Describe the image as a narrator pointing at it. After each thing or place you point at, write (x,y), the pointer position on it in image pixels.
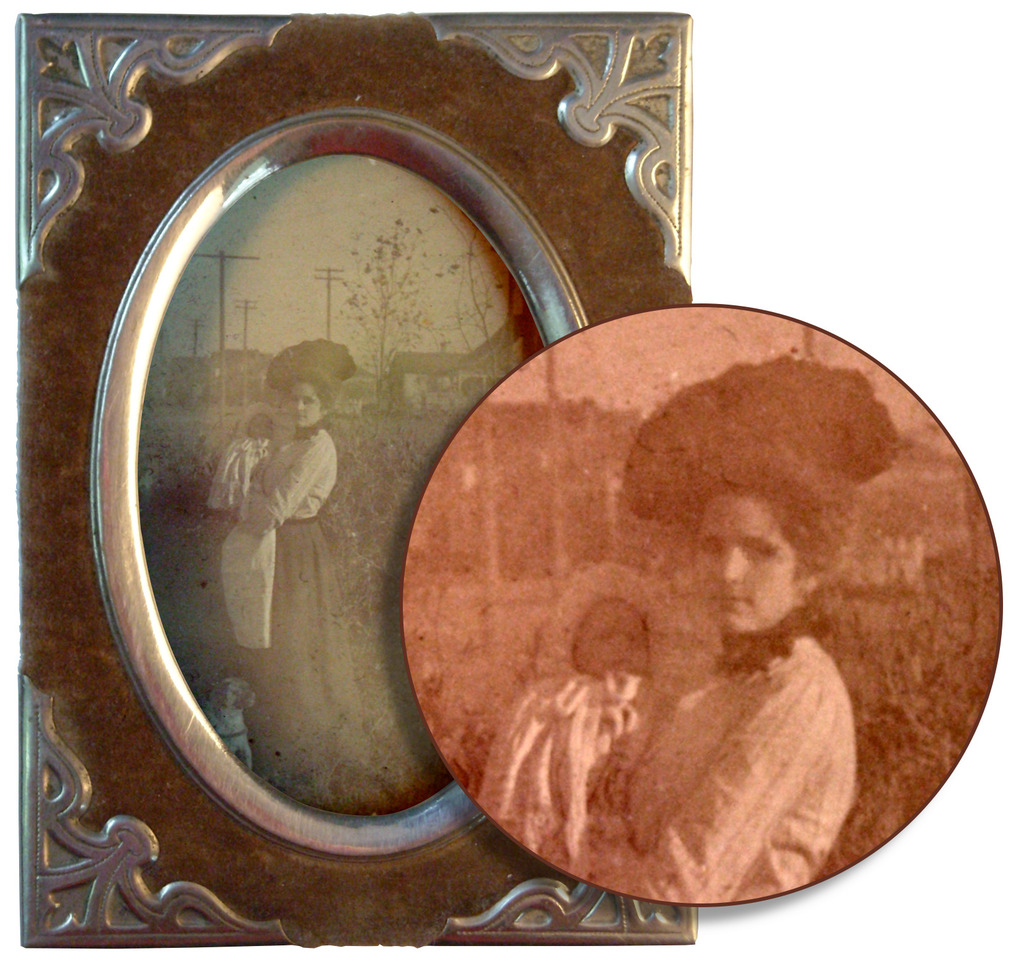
In this image there are photo frames (430,597), there is a person (298,576) standing and carrying another person (240,464), there is a dog (243,715), there are poles (223,296) behind the person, there are houses (452,369), there are plants (387,301), there is the sky (292,254).
